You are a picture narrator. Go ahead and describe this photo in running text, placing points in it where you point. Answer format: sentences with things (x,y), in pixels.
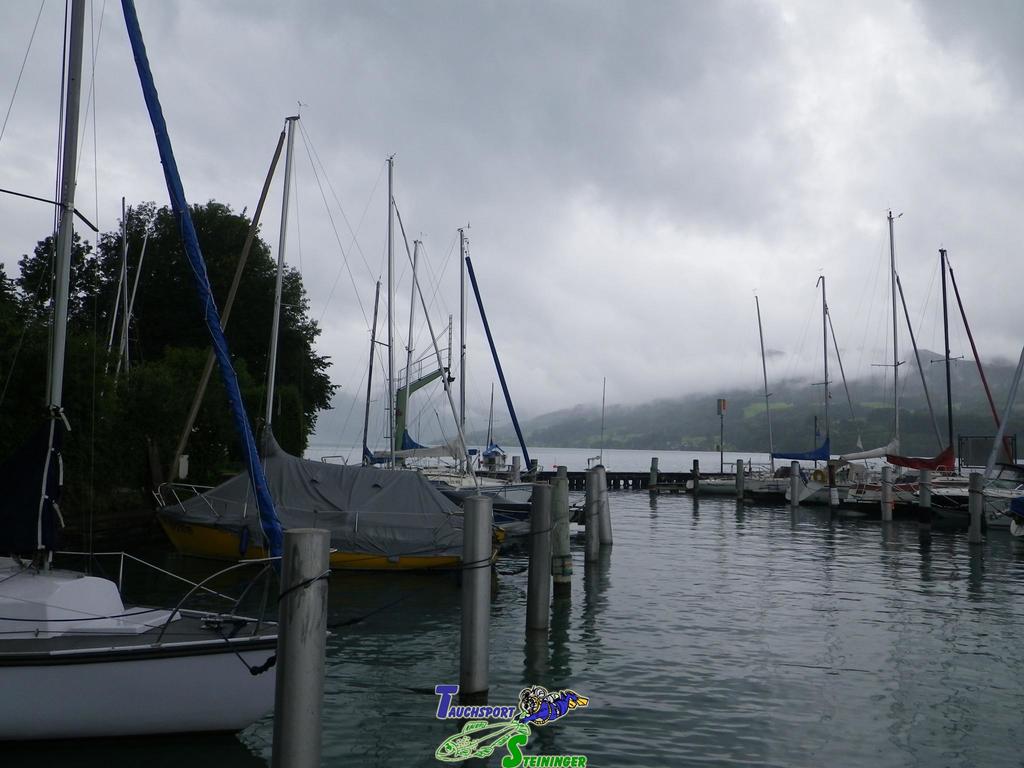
In this image there are a few ships (993,508) on the river (630,545) and there are a few rods (473,567), in the middle of them there is a bridge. On the left (70,374) and right side of the image (941,374) there are trees (39,343). In the background (525,185) there is the sky (553,276). At the bottom of the image (484,719) there is some text (442,688).
